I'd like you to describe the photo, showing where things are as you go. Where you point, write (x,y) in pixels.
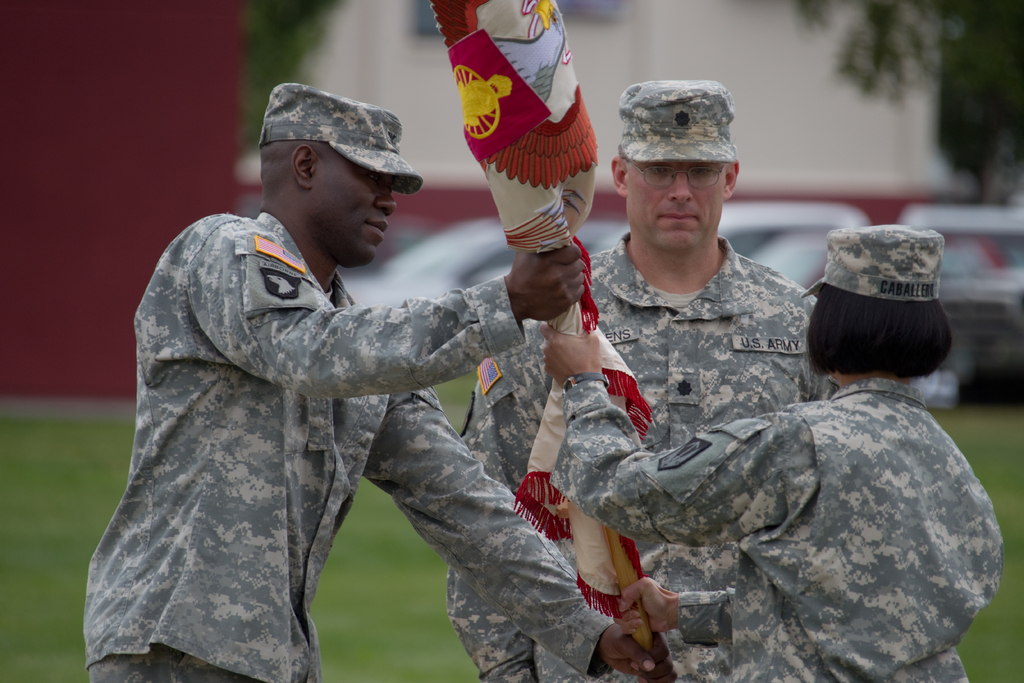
In this image I can see 3 people (515,377) are standing and holding a flag (599,558). These people (568,380) are wearing caps (625,141) and uniforms (443,468). The background of the image (445,111) is blurred.
